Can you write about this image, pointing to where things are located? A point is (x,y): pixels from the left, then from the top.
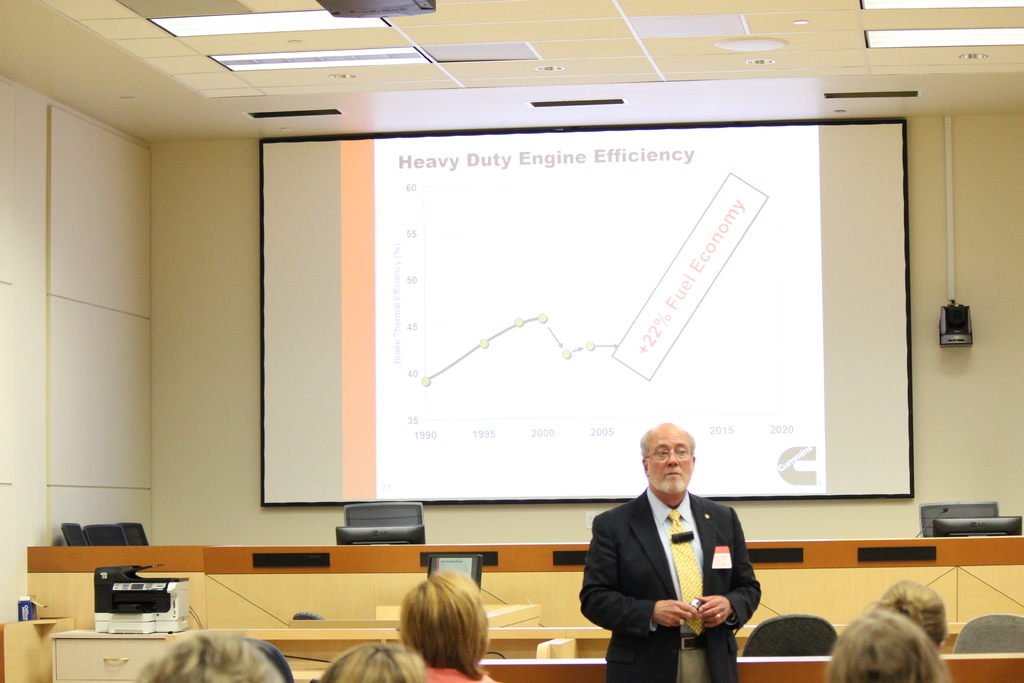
At the bottom of the image (179,666) there are heads (410,644) of the people (931,622) and there is a man (675,507) with spectacles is standing. Behind him there is a table (392,618) with a monitor (431,574) and a printer (109,633). Behind them there is another table (294,550). Behind the table (511,566) there are chairs (382,520), monitors (373,537) and mics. In the background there is a screen (519,200) with an image (435,340) of graph (468,316) and something written on it. At the top of the image (641,64) there is ceiling (374,46) with lights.
